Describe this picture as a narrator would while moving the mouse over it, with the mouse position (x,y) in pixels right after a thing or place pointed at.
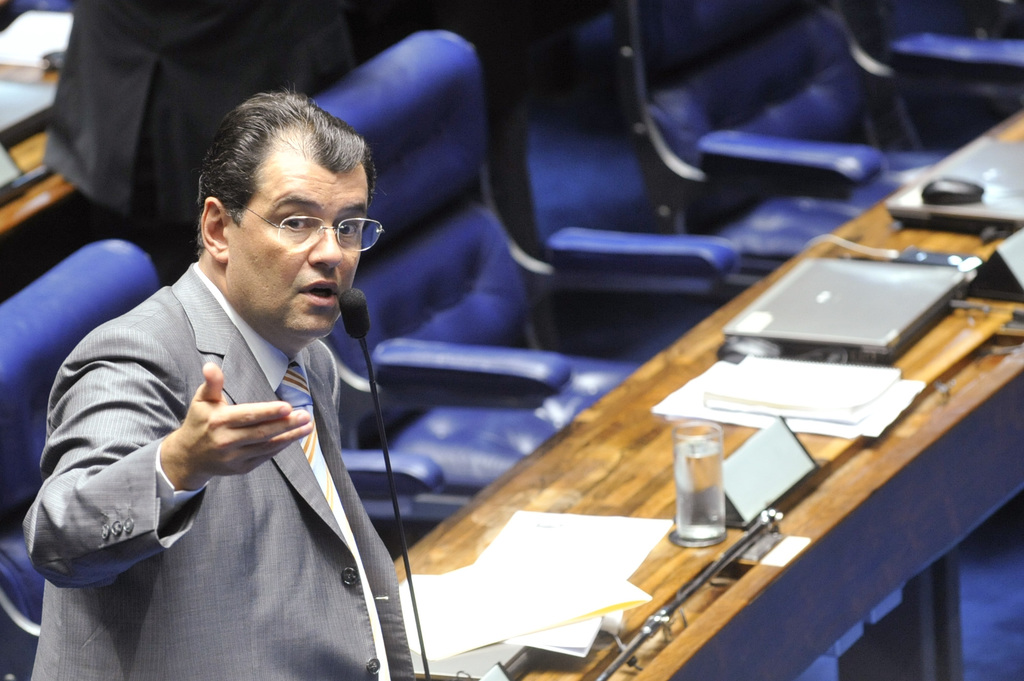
In this picture we can see a person (195,539), here we can see a mic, table (650,613), on this table (632,476) we can see laptops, mouse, glass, papers (510,597), name boards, chairs (982,20) and in the background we can see a man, table (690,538) and some objects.
